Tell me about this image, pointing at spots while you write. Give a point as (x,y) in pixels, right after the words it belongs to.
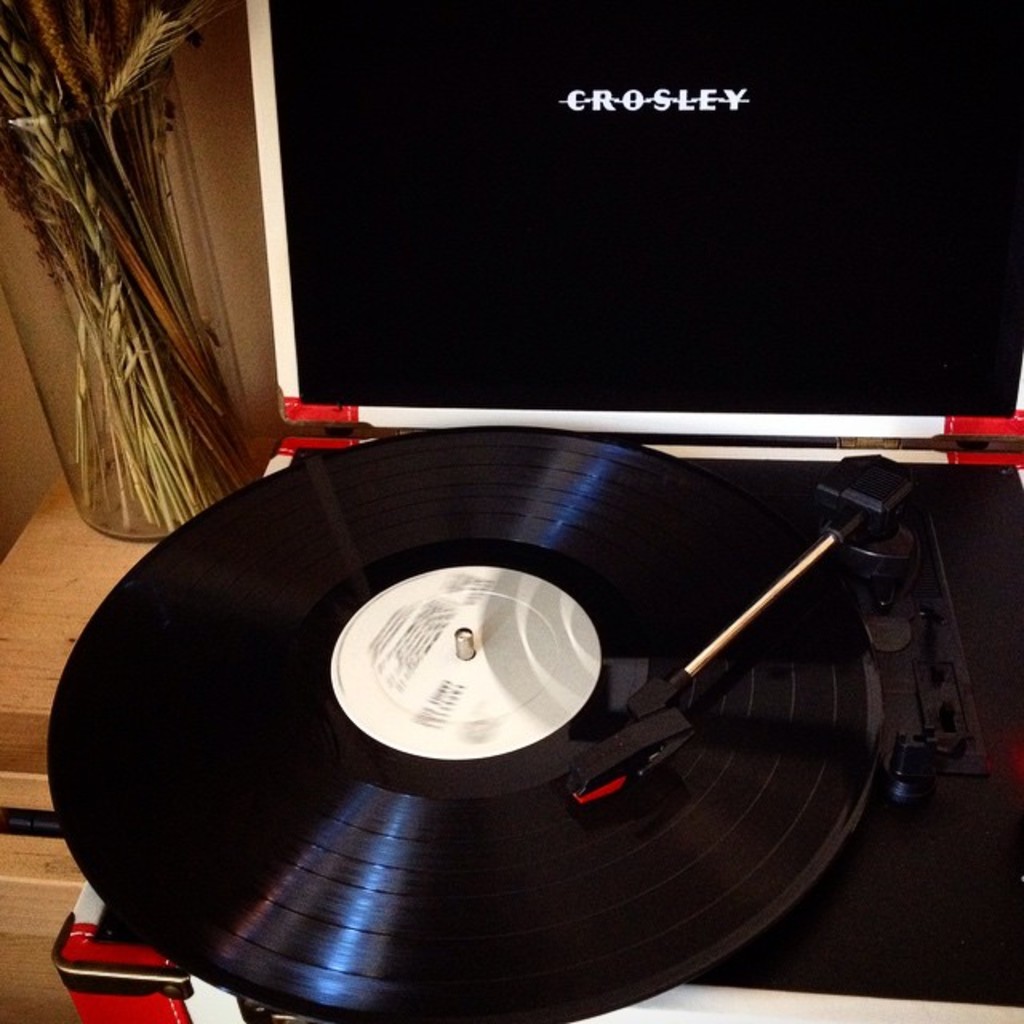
In the foreground of this image (550,598), there is a deluxe gramophone (508,739) on a wooden surface (85,568) and there is flower vase (86,301) beside it.
